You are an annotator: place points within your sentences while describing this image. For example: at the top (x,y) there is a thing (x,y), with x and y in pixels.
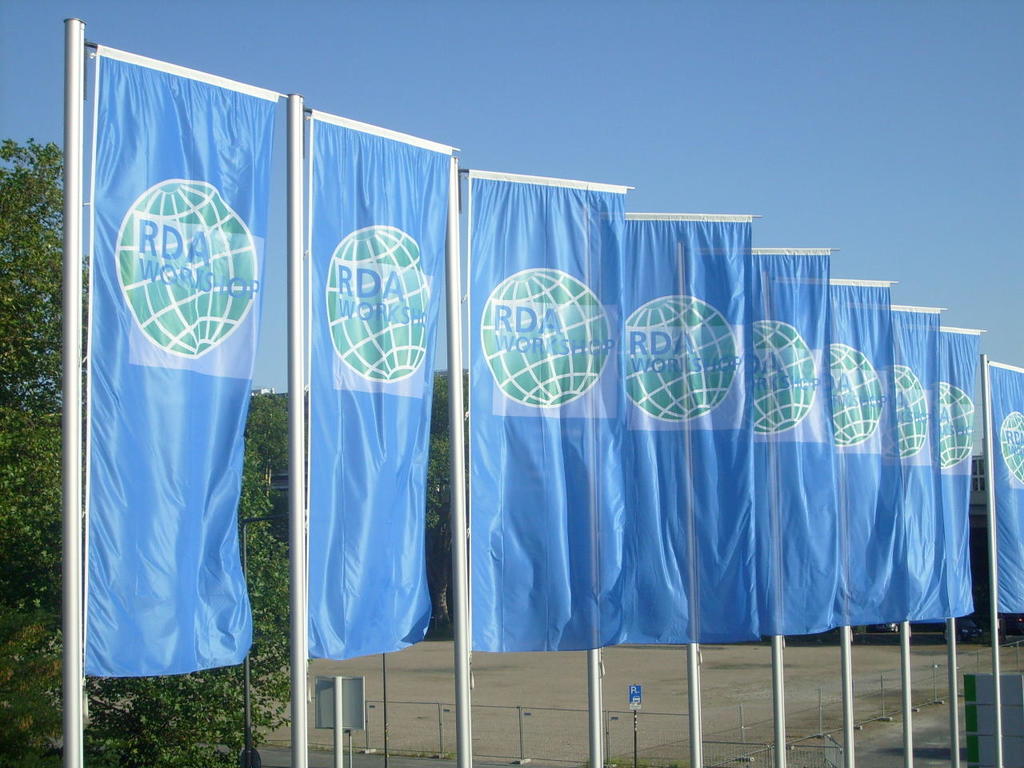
In this image, we can see some flags (199,280) with text (168,238) and images (380,327). We can see the ground (756,711) and the fence (611,752). We can see some poles (636,710) with boards (363,712). There are a few trees (266,718). We can see the sky (995,97) and an object (994,745) on the bottom right corner (962,671).
